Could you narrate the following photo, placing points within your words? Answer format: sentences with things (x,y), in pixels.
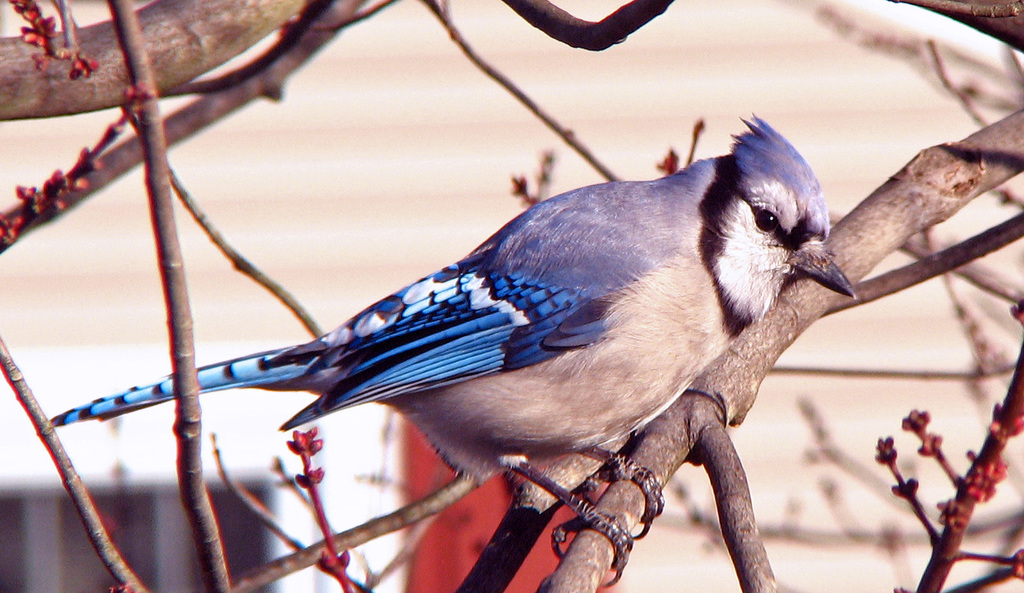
In this image I can see a bird (481,366) which is blue, white, black and cream in color is on a tree branch (712,412) which is brown and red in color. In the background (886,473) I can see the cream colored surface (419,191).
